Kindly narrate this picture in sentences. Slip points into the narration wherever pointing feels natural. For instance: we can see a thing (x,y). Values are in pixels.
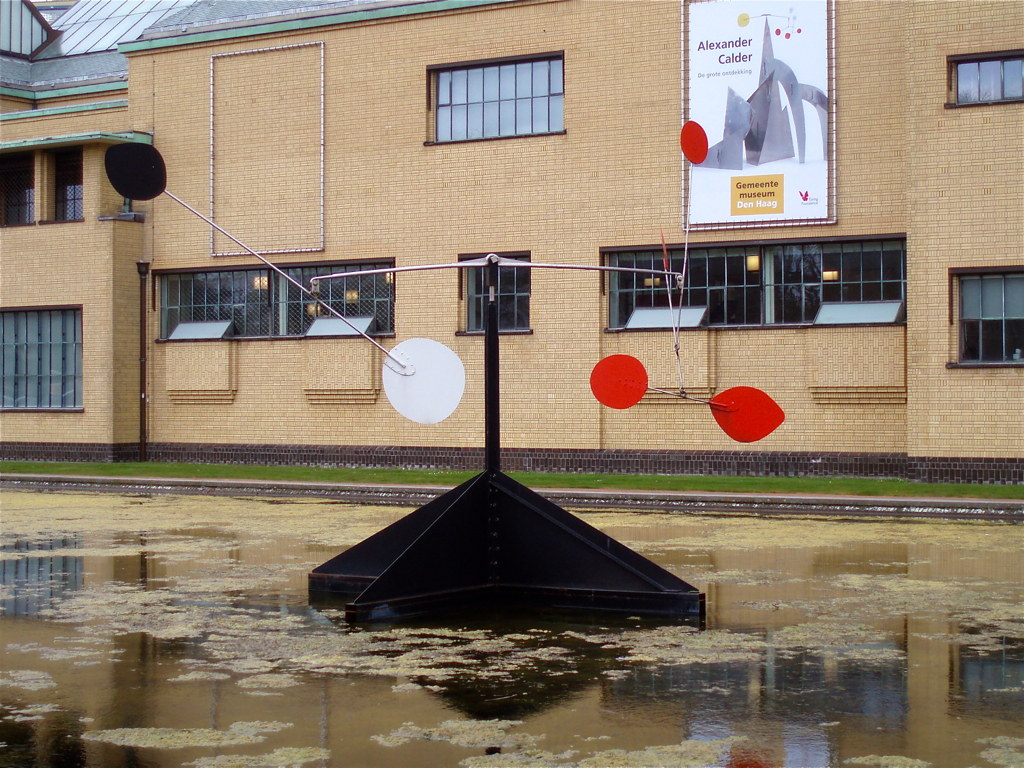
In the center of the image (617,406) we can see a stand (491,378) with some poles (291,281) and boards (590,387) placed in the water (577,620). In the background (963,407), we can see grass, building (782,285) with windows (547,124), banner (806,103) with some text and the roof (132,21).
